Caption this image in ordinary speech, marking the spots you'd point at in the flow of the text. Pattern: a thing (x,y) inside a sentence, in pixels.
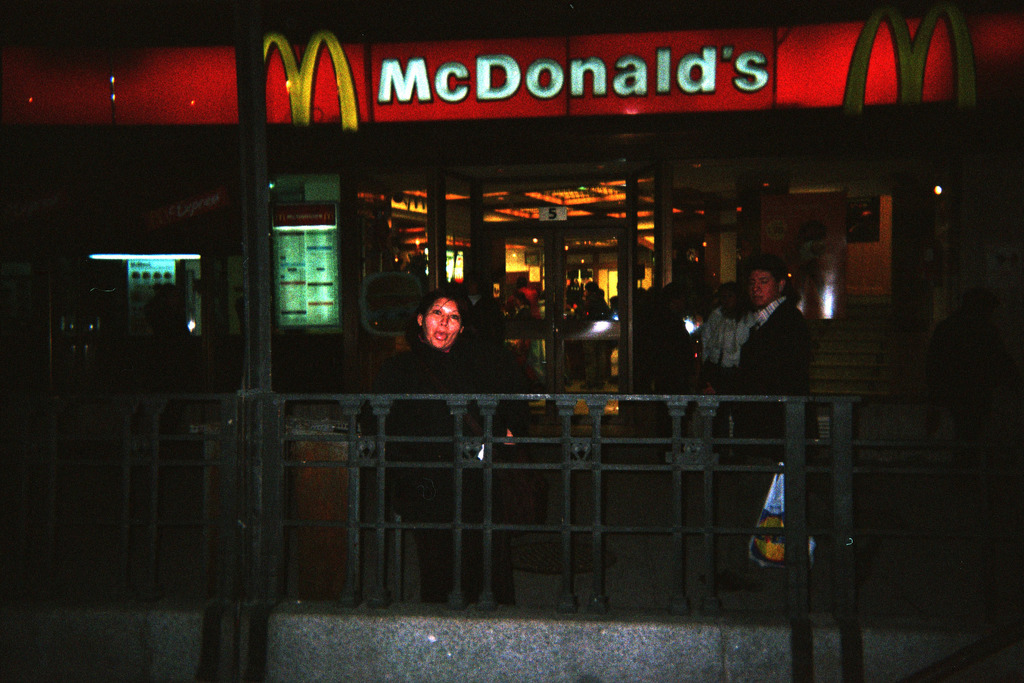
In this picture we can observe a woman (425,456) standing behind this black color railing (292,436). There is a pole (251,68) on the left side (251,46). We can observe a man (756,365) standing, holding a cover (776,511) in his hand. In the background (581,221) there is a McDonalds building (509,169).
